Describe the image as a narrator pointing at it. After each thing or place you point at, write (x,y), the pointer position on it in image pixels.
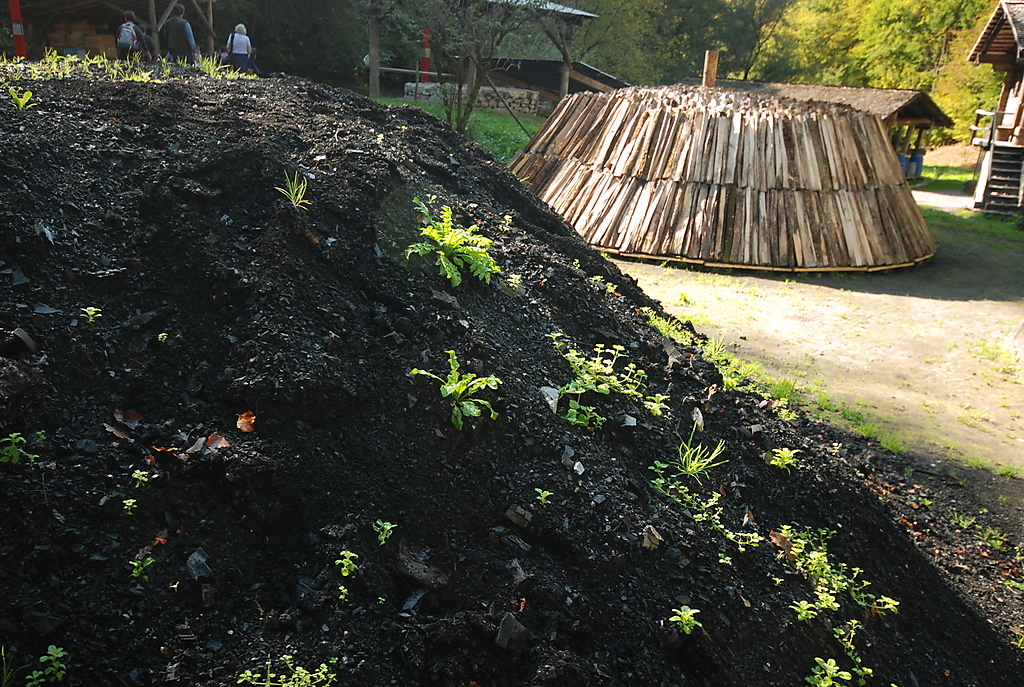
In this picture there are buildings (732,80) and trees (673,14). On the left side of the image (276,185) there are three persons (246,63) and there are wood sticks (692,121) in the background (848,184) and there is black soil (553,450). At the bottom (691,461) there is grass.
